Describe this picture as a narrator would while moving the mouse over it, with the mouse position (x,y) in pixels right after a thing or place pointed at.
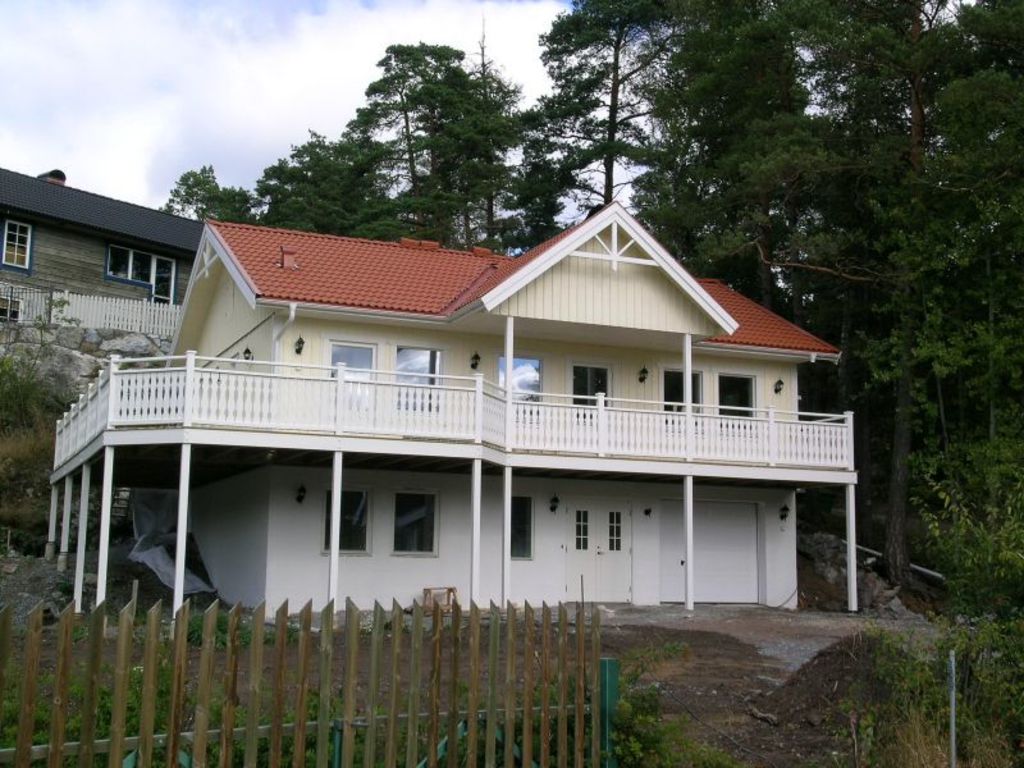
In this image I can see a few houses (490,329), number of trees (408,234), clouds (286,148) and the sky (223,137). I can also see number of windows (579,388).
